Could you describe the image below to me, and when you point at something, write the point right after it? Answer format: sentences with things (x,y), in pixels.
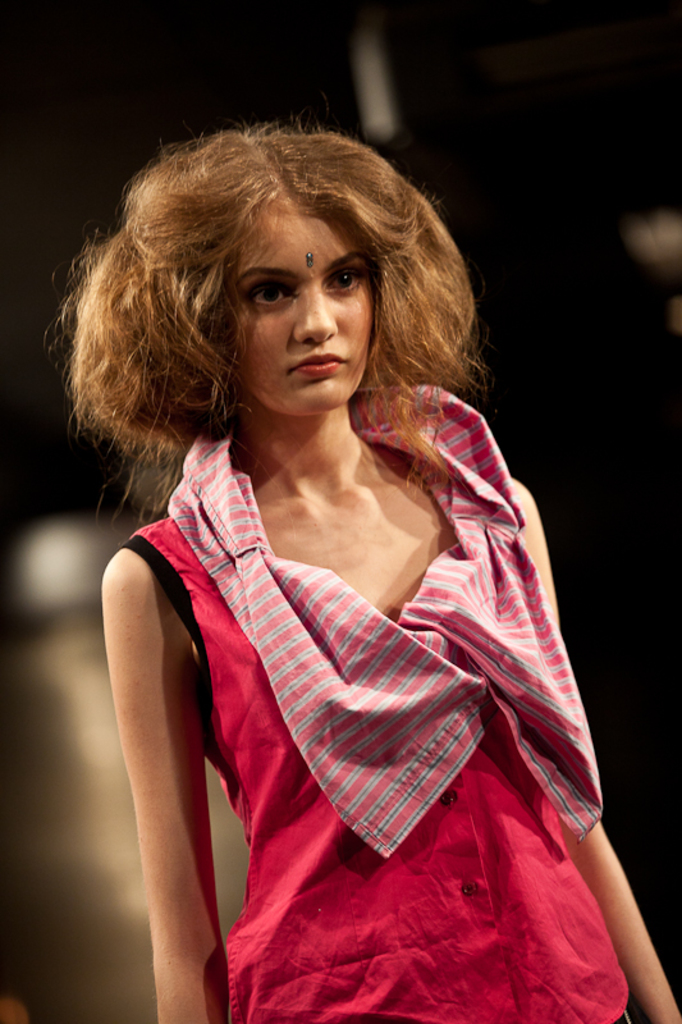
In this picture we can see a woman (216,481) with short brown hair (121,290), wearing a red shirt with a scarf (328,635). She is standing and looking somewhere.
